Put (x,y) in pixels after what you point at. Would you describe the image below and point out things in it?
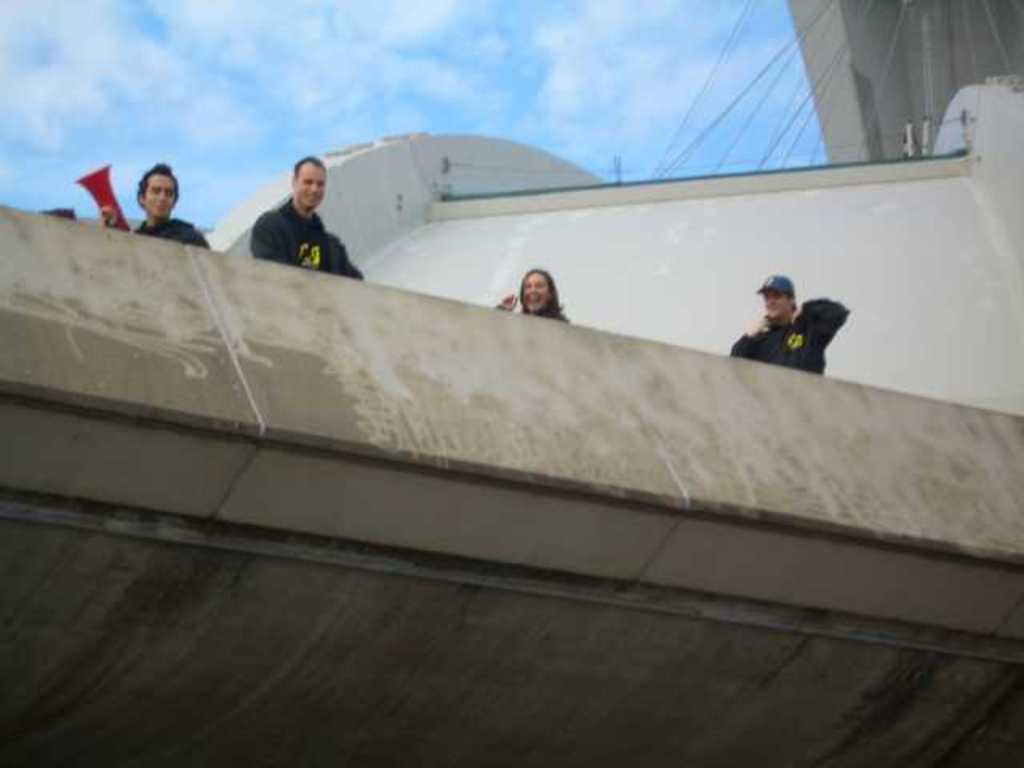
In this image we can see four persons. In the foreground (469,440) we can see a wall (462,441). Behind the persons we can see a building (559,161). At the top (505,48) we can see the sky (515,41). On the top right (853,65), we can see few ropes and a wall (873,72).
